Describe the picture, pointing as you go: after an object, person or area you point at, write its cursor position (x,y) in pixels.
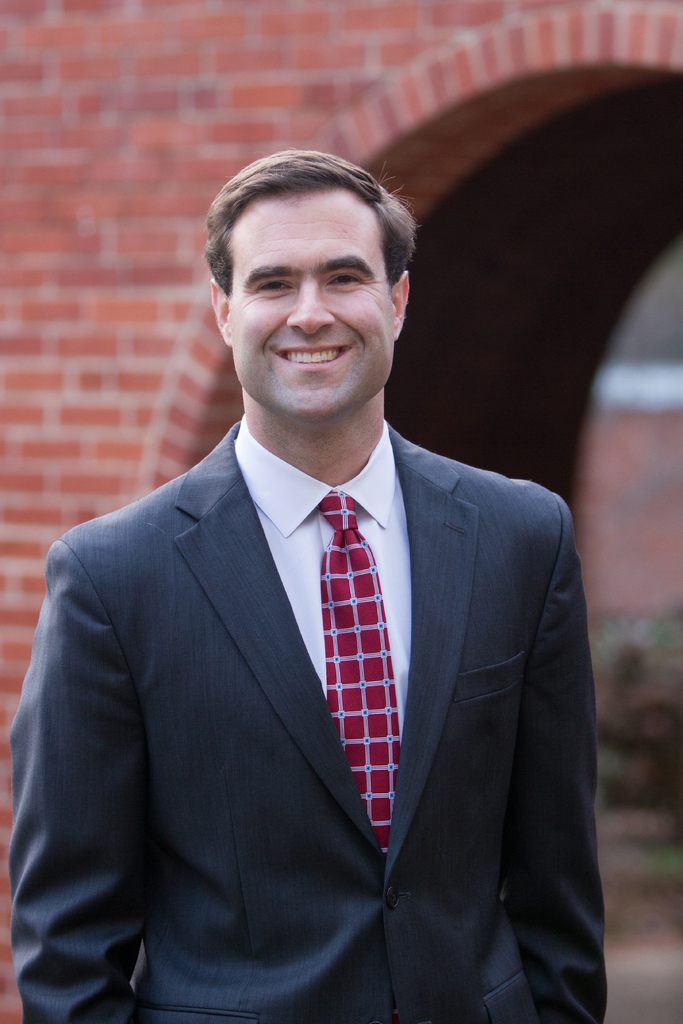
A person (311,626) is standing and smiling wearing a suit (104,538). There is a brick wall (225,79) at the back (225,79).
